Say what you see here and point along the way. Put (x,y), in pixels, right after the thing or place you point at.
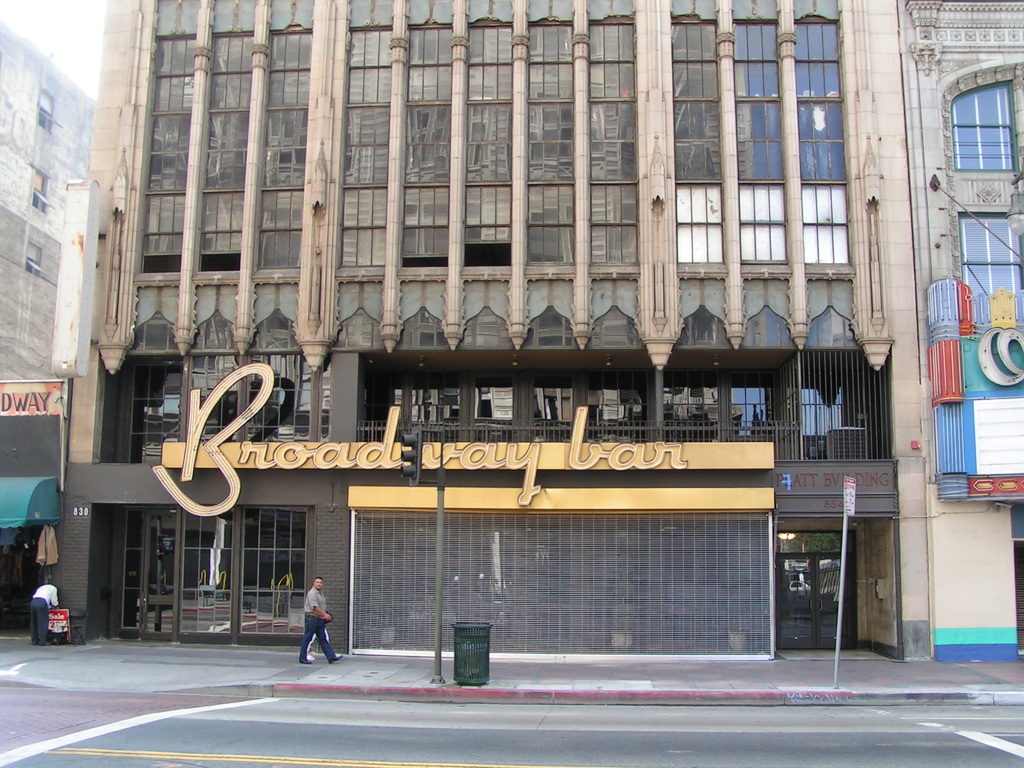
This picture shows buildings (876,188) and we see a man (317,605) walking on the sidewalk (65,645) and we see another man (34,640) standing and we see a dustbin (483,650) and a pole (443,453) with the traffic signal lights (410,475) and a pole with sign board (852,481).
